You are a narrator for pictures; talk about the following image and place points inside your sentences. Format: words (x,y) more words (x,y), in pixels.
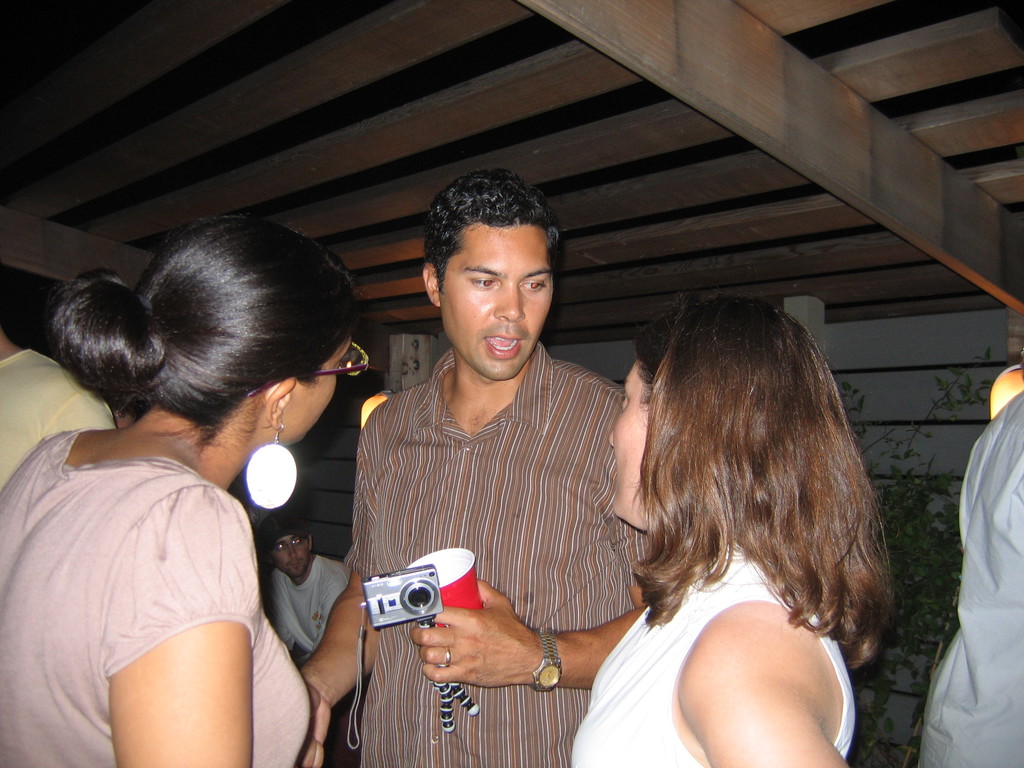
In the picture we can see a man (562,399), two women (191,293) are standing and talking something. A man (502,369) is holding a glass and a camera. In the background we can find another person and a wall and plants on the wall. In the ceiling (636,144) we can see wooden ceiling (599,138).
